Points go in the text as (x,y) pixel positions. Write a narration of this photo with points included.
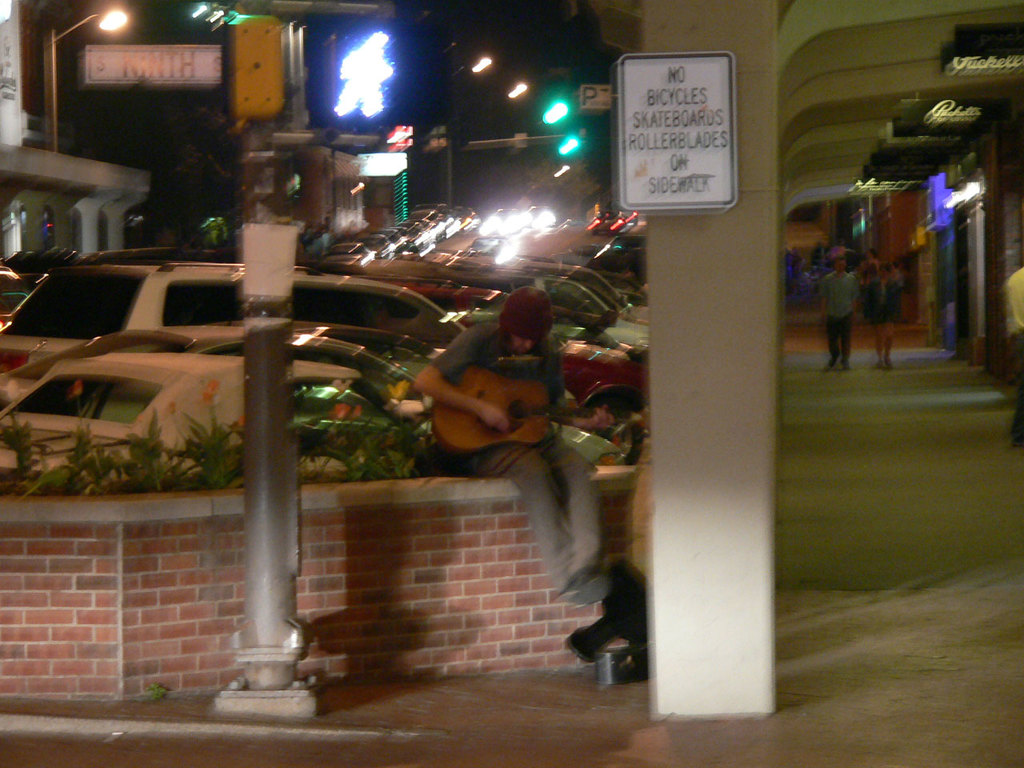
In the picture we can see a path (408,691) and near it, we can see a pole (277,336) and a wall (609,549) with a person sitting on it holding a guitar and beside him we can see a pillar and beside it, we can see two people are walking and we can also see some lights (936,194) near it and behind the wall (315,668) we can see some vehicles (343,261) are parked and far away from it we can see some poles (451,176) with lights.
